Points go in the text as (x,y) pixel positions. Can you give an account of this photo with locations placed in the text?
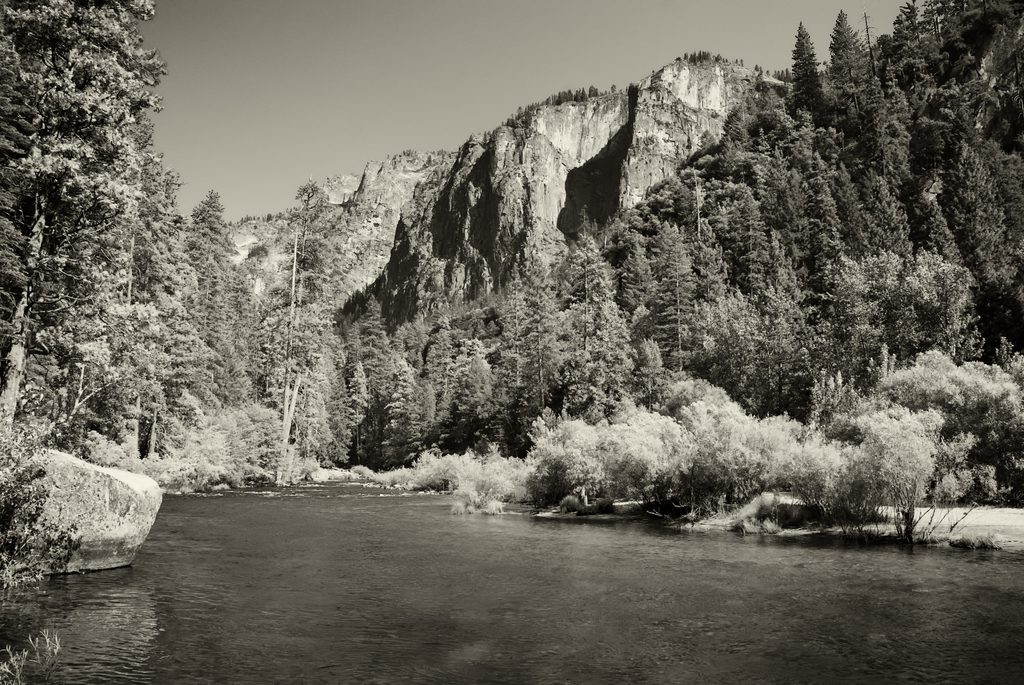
This image consists of water (660,590). On the left (95,505), we can see a rock (130,480). In the front (16,461), there are many trees (584,399) and plants (73,406). At the top (560,181), we can see mountains (569,173) along with the sky (352,160).
